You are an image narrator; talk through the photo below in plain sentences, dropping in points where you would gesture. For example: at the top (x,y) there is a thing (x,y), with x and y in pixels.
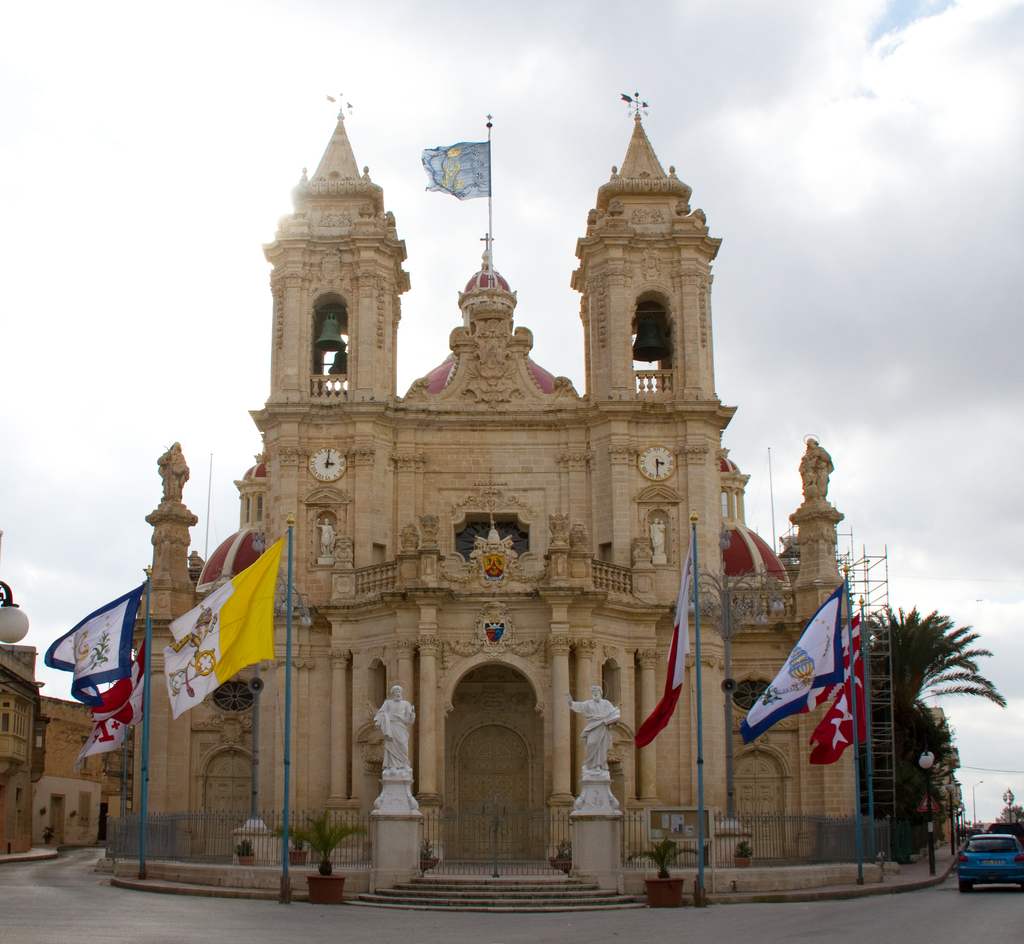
In this image I can see the road (370,917), few stairs (566,906), the metal railing (708,862), few vehicles (975,856) on the road (1018,906), few statues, few flags (230,637), few poles (863,636), few trees (918,689) and a building (579,497). To the building (634,516) I can see two clocks (654,458) and a flag (471,188). In the background (30,698) I can see few other buildings (38,837) and the sky (221,472).
